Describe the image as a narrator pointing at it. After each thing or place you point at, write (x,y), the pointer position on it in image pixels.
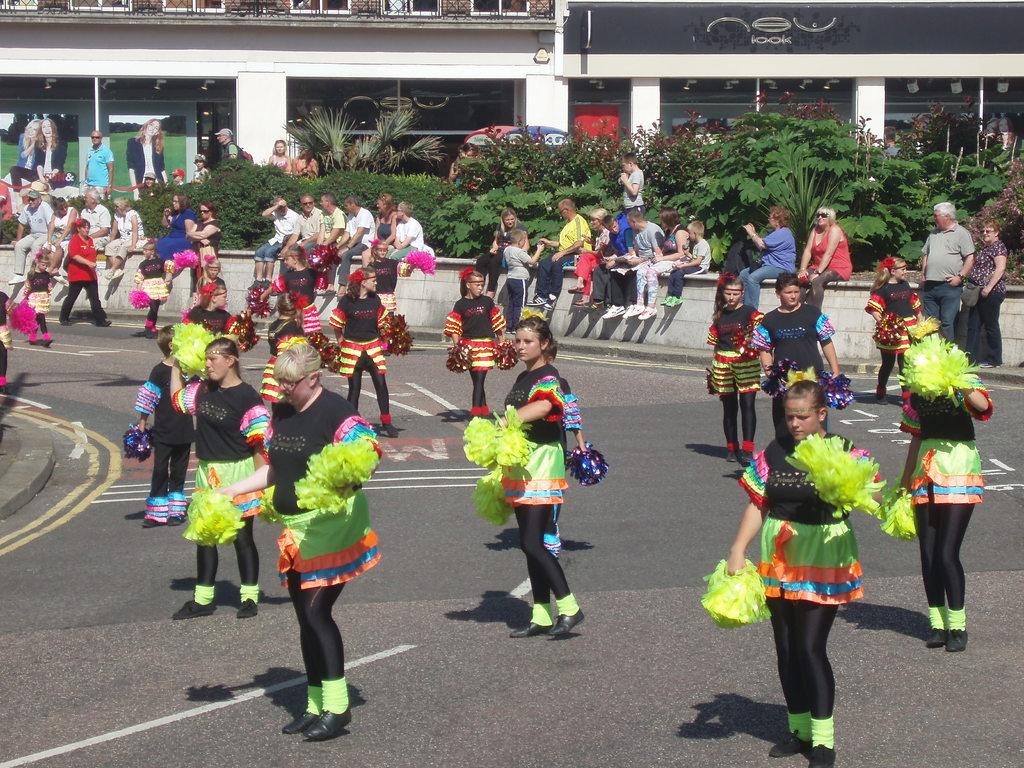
As we can see in the image there are few people (502,435) dancing in the front (305,698). In the background (817,270) there are trees (562,165), buildings (685,117) and few people (648,248) here and there.
